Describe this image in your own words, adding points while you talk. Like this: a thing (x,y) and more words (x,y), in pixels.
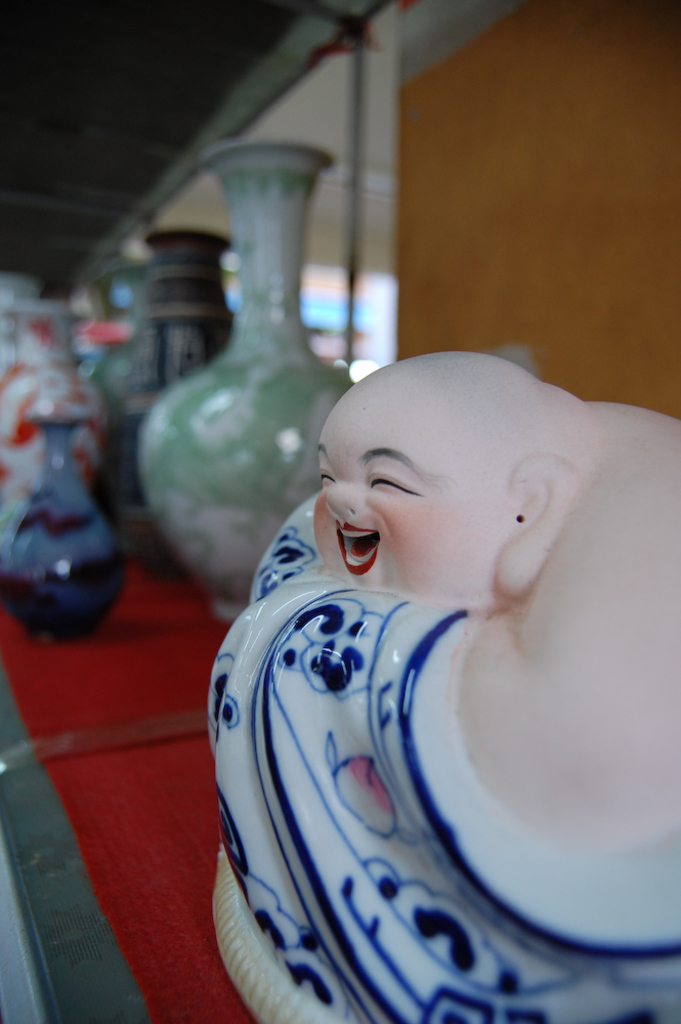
In this picture we can see the statue of a Laughing Buddha (337,471) and a few colorful vase (120,566) on a red surface (180,778). Background (581,140) is blurry.
